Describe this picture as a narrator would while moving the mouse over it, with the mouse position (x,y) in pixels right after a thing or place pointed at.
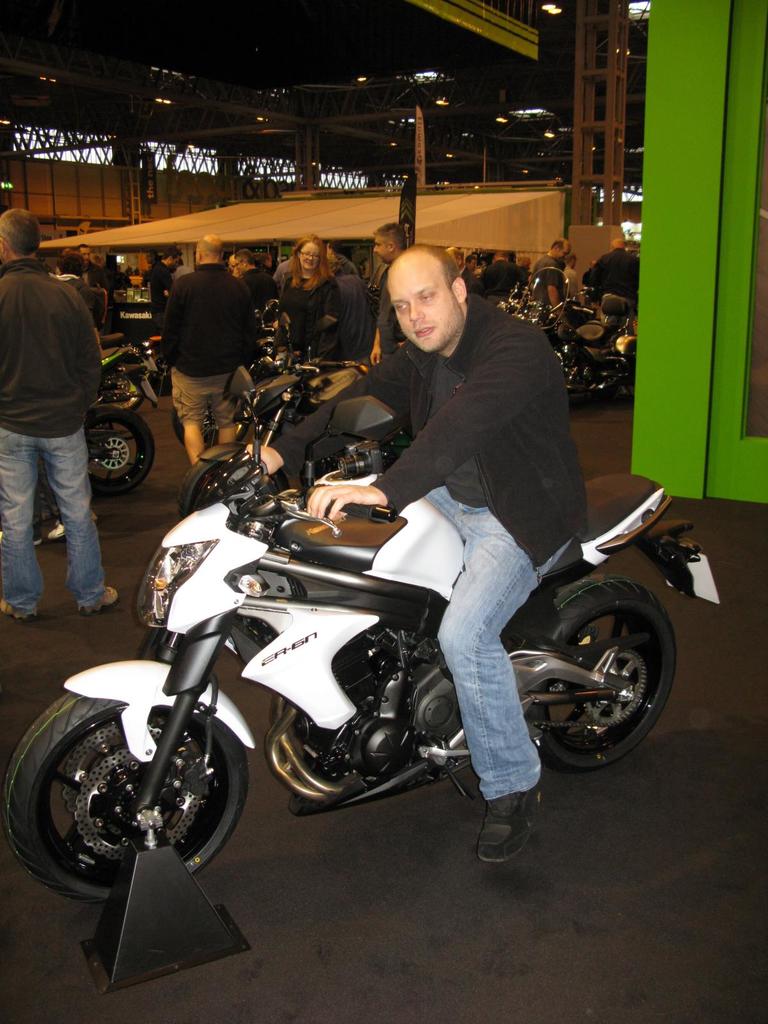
This is a person (481,646) sitting on the motorbike (350,698). I can see groups of people (88,278) standing. These are the motorbikes (568,348). This looks like a shelter (495,126), which is built with the iron pillars (612,133).
